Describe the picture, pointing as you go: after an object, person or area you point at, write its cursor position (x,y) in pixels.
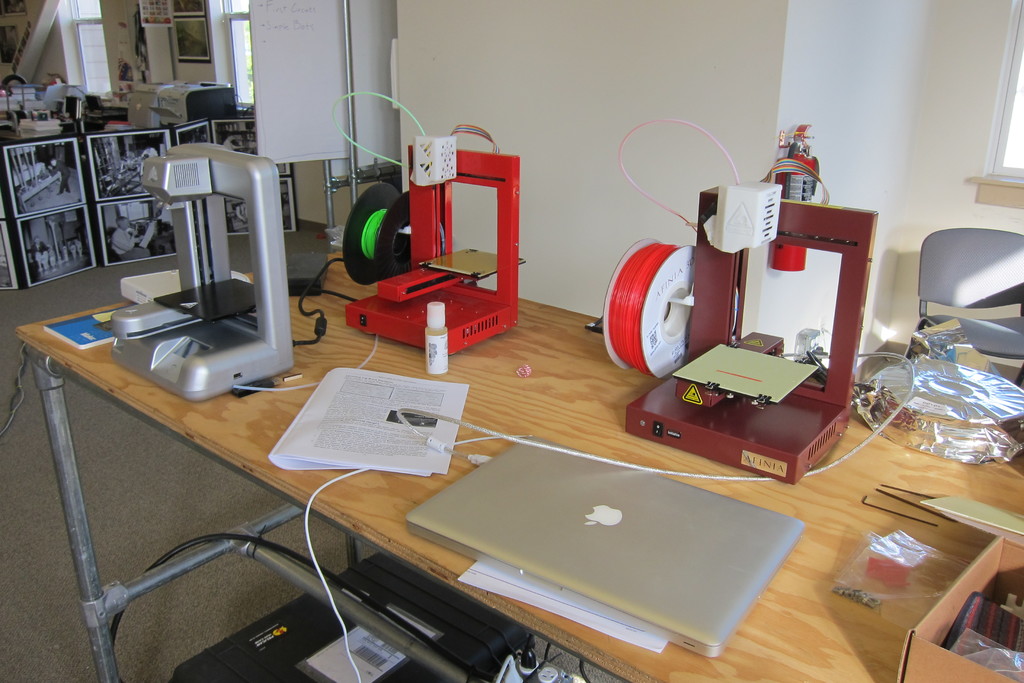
In the center (344,307) we can see table (687,461), on table (698,469) we can see machine (726,452), laptop (624,537) etc. And in the background (686,97) wall (560,92) and photo frames (29,194).
